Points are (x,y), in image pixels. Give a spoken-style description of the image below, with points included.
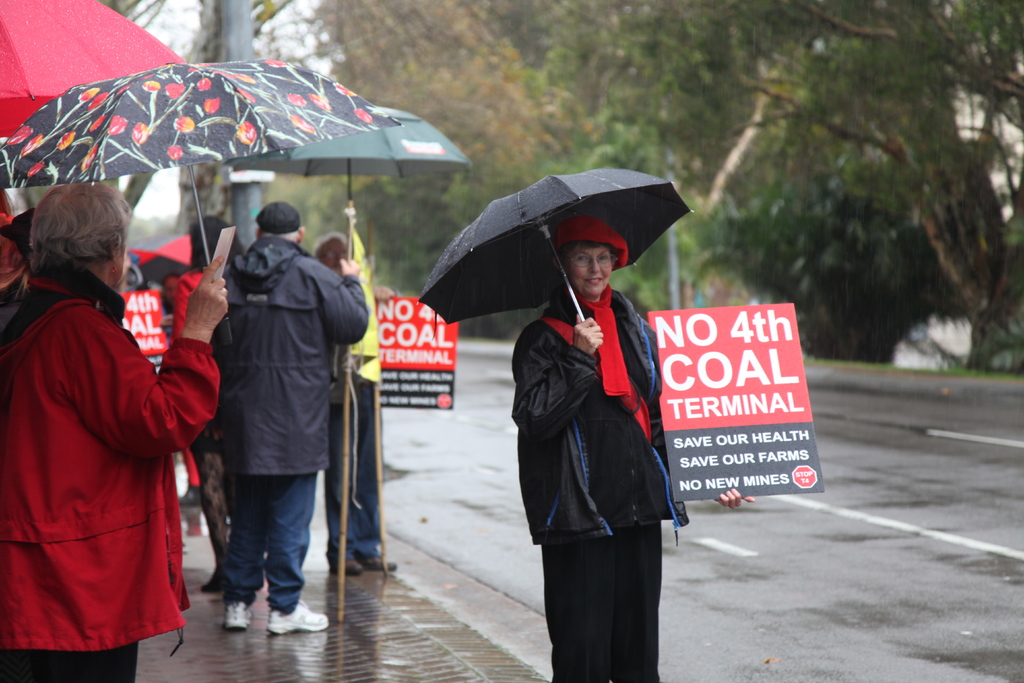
In the image there are few people (145,390) in raincoats (287,412) standing at the side of the road (974,467) holding umbrella (134,127), it seems to be raining, the woman (637,346) in the front (711,386) holding a banner (671,396), on the right side (870,152) there are trees (544,136) on the side of the road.
